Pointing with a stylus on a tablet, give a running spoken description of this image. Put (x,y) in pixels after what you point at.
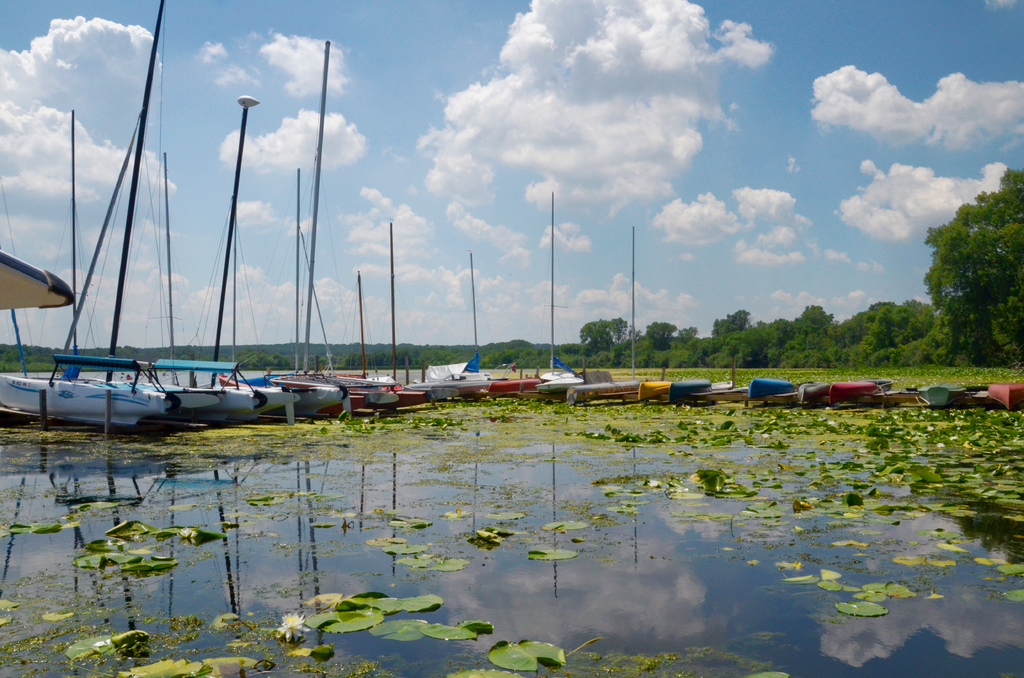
In this image at the bottom (613,566), there are lotus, leaves (317,620), water (665,579). In the middle (576,372) there are boats (850,394). In the background (722,336) there are trees (972,308), sky (735,139) and clouds (509,143).
